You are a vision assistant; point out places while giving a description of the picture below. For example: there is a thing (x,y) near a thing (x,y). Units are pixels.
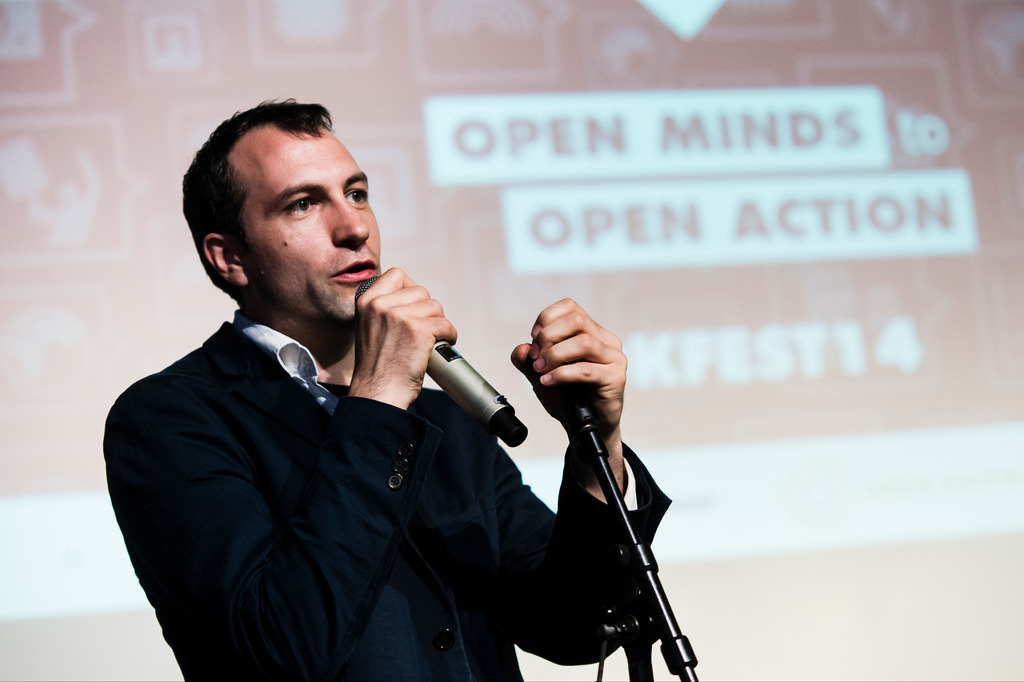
In this picture a man (374,328) is speaking with the help of microphone (450,348), in the background (632,266) we can see a projector screen (751,248).
